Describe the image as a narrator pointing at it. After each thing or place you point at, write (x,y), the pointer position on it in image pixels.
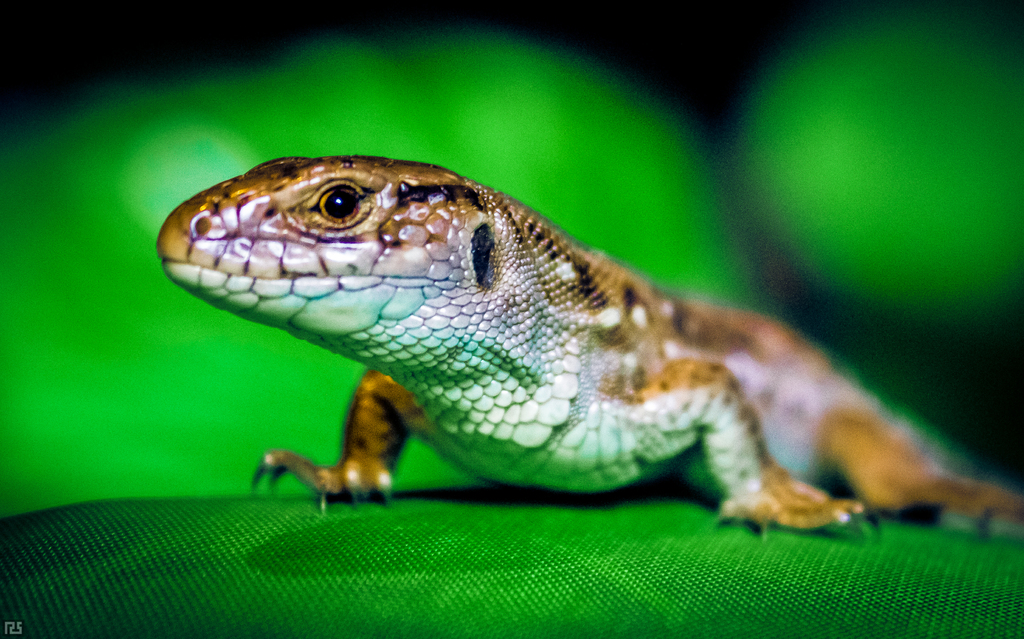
In this image there is a lizard (528,429) on the green surface (540,566), the background of the image (145,128) is green in color.
